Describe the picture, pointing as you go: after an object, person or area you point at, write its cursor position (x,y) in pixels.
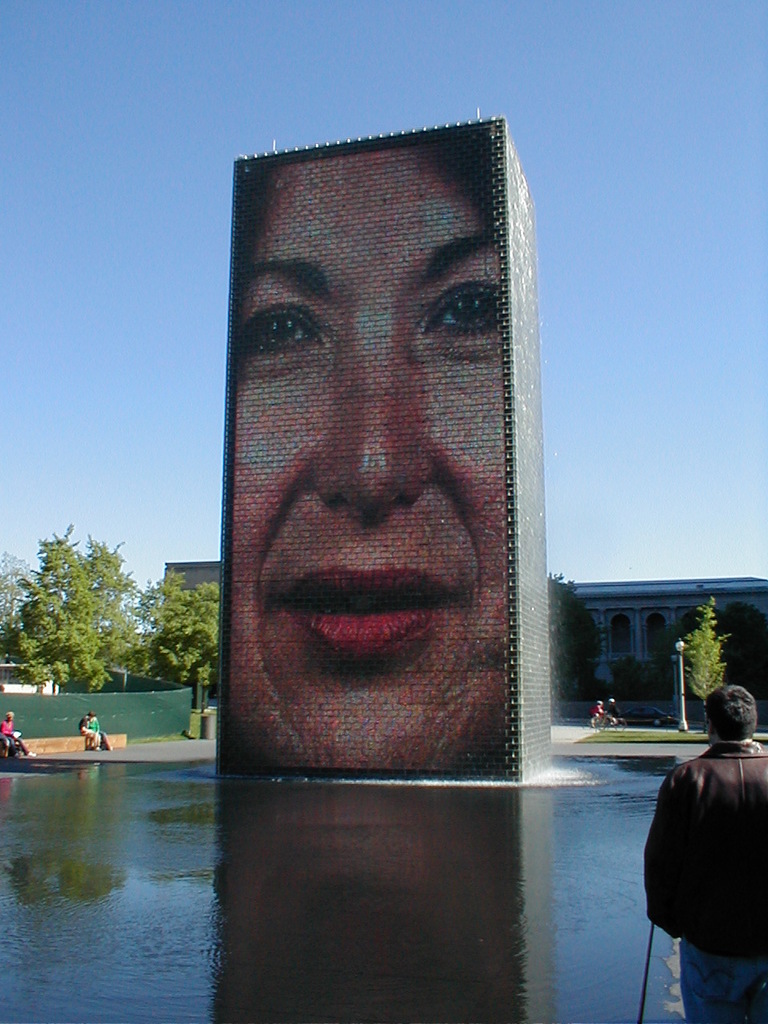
In the image in the center (386,449), we can see one tower (244,701) between the water (332,782) and we can see water (515,254) falling from the tower (505,227). And we can see one lady face (396,473) projecting on the tower (531,753). On the right side of the image (758,874), we can see one person (748,874) standing. In the background (519,84), we can see the sky (23,339), trees (40,619), water (612,808), one building (636,594), one pole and few people (11,724) are sitting on the benches (36,740).
